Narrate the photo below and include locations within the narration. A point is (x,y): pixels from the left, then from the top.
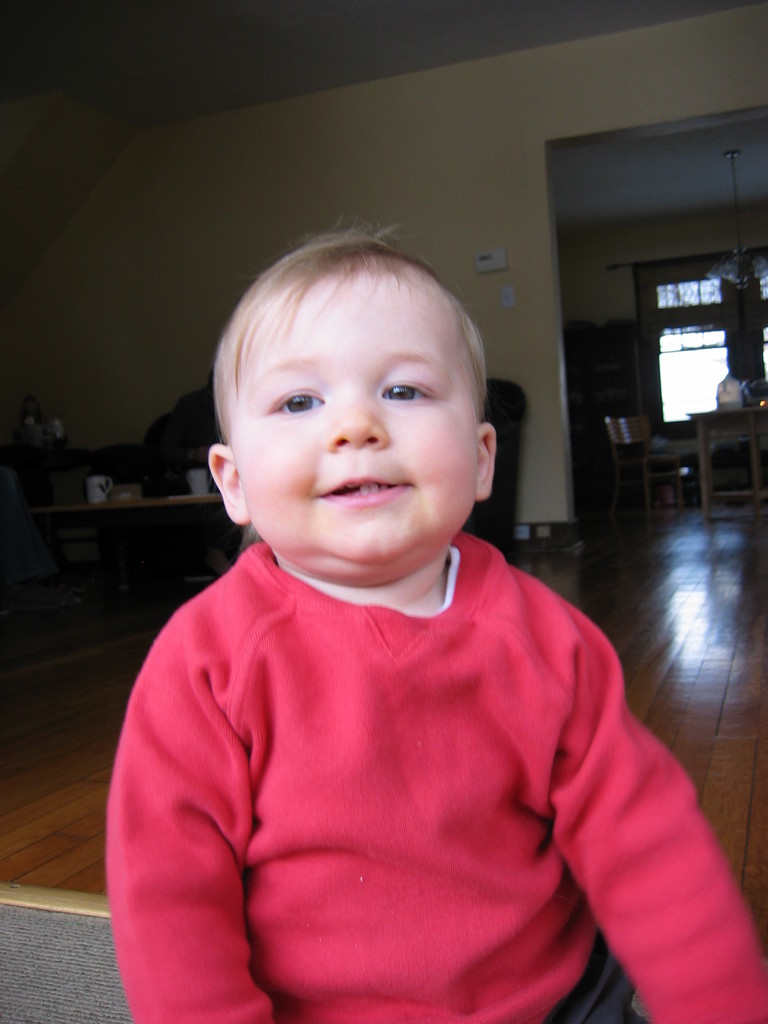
In this image I can see a baby (481,841) is wearing red top (456,743). Back I can see a cup (106,491) and few object (136,496) on the table (169,497). I can see chairs (649,459), table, window (680,383) and a wall (498,199).
